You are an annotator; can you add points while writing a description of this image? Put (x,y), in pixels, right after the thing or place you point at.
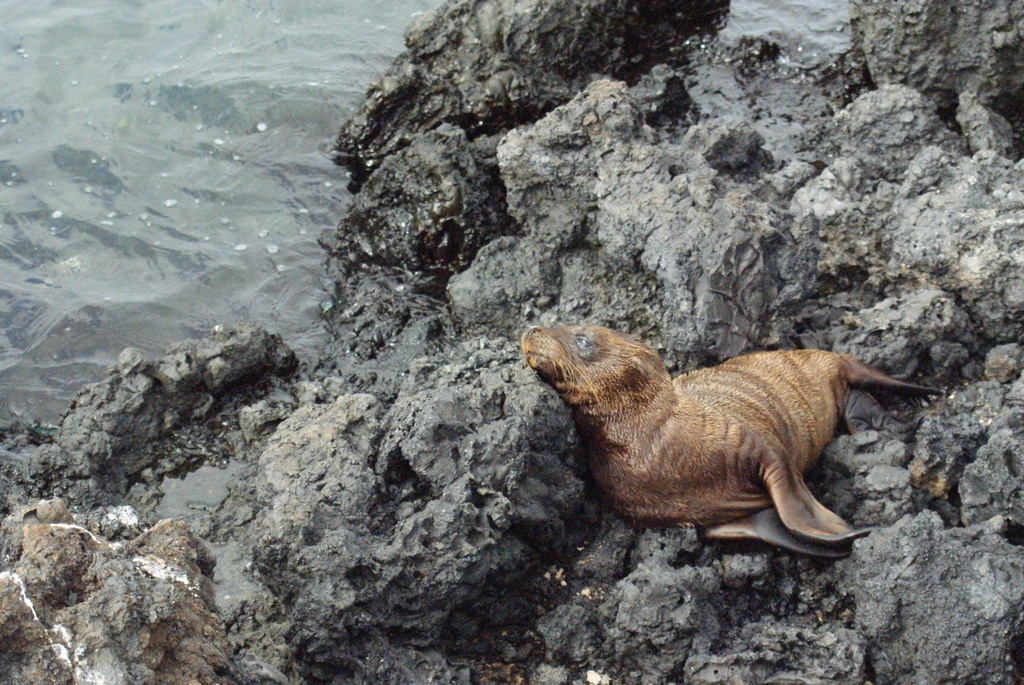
In this image there is an animal (565,347) on the rocks (686,308). Beside the rocks (358,281) there is water (214,229).
